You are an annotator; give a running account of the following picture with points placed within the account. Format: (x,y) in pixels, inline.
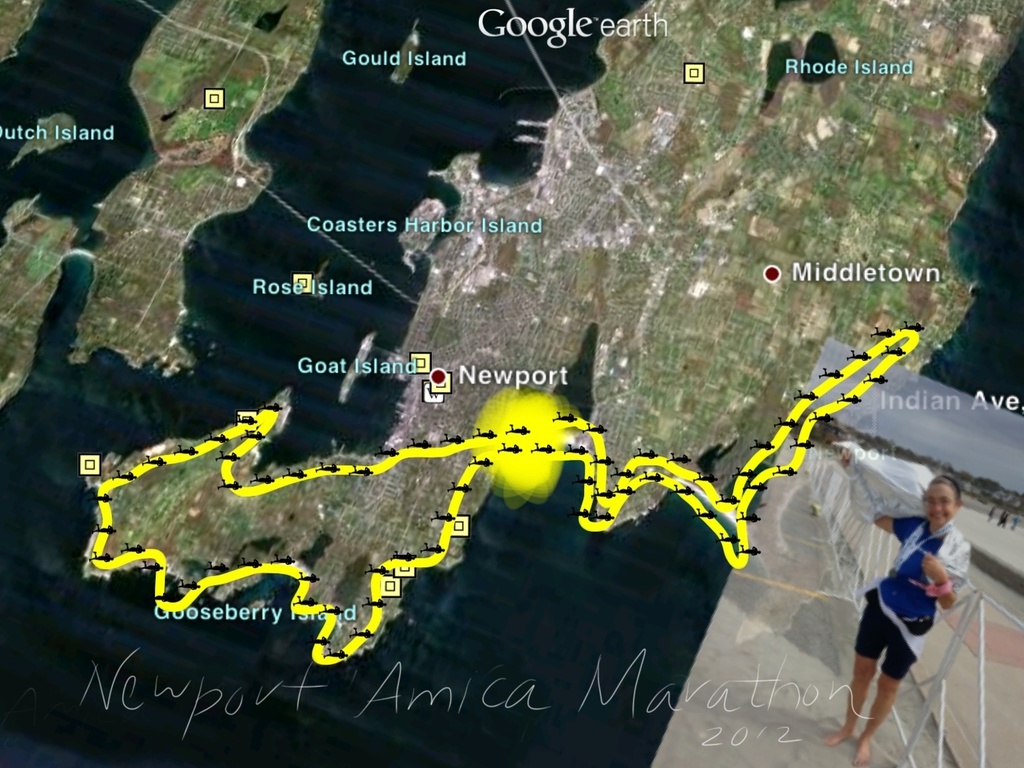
In this image we can see satellite view map (482,416). On the bottom right corner (922,599) there is a woman (880,606), fencing (868,553), sky (937,441) and clouds (976,470).
